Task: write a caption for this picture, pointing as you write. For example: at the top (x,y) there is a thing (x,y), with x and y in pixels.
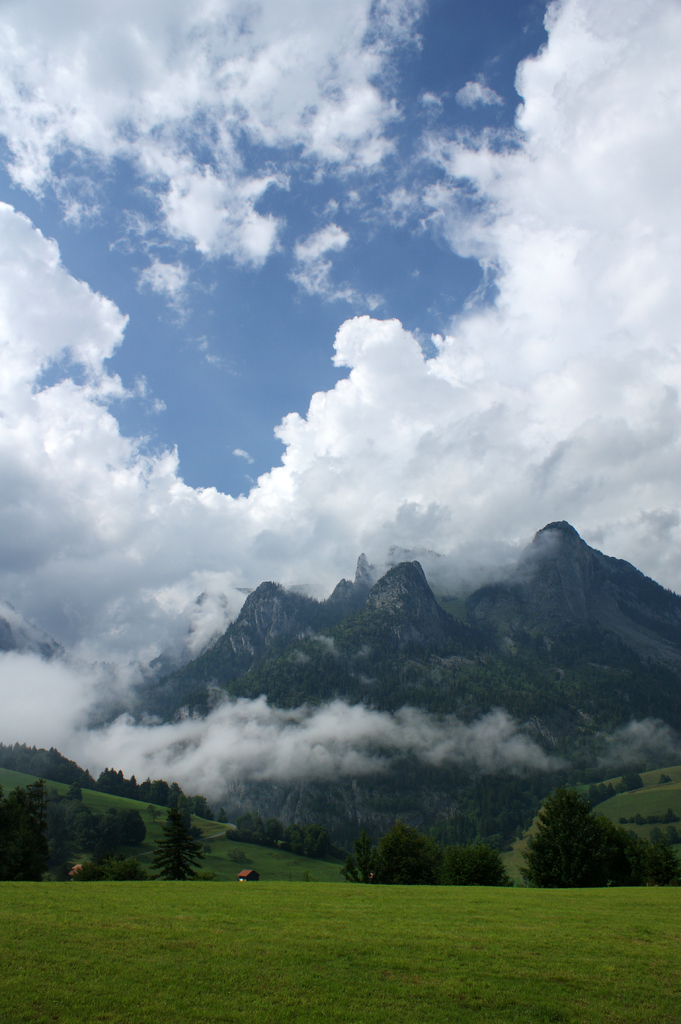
At the bottom (357,954) we can see the farmland (283,941) and grass (458,1023). In the background (524,881) there is a hut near to the trees (468,864). On the right (564,677) we can see the mountains (283,673). At the top (454,146) we can see sky (415,205) and clouds (568,117).
